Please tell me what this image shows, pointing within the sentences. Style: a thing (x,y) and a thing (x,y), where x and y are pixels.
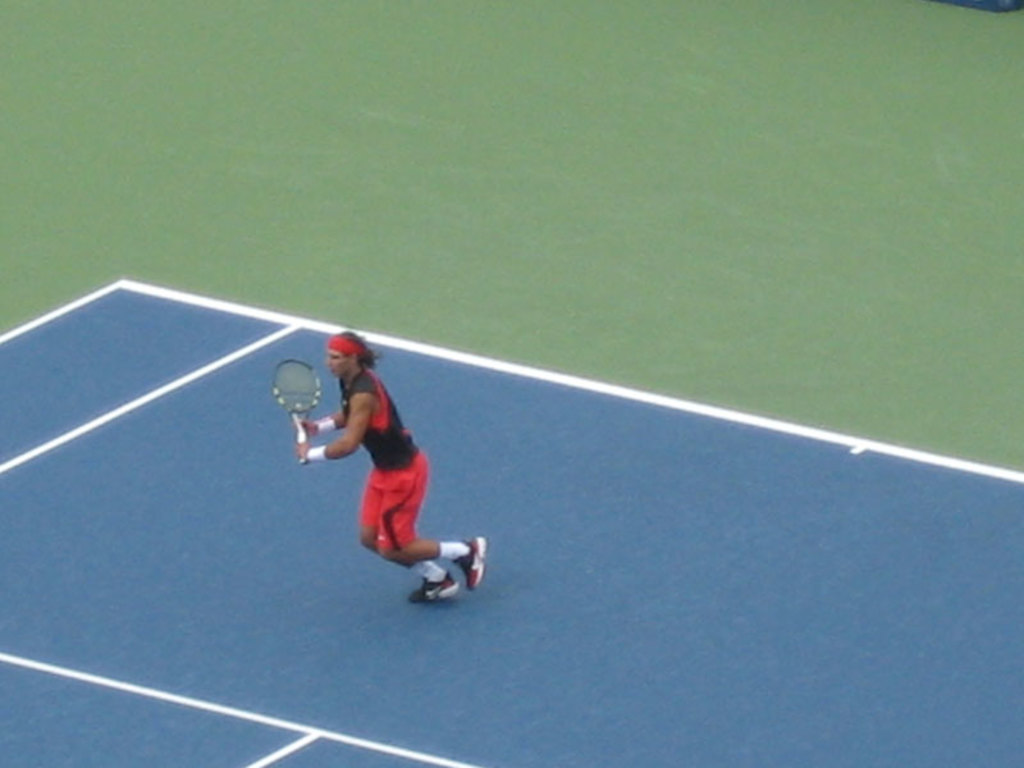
In this image I see a man (347,386) over here who is wearing black and red jersey (380,435) and I see that he is holding a racket (314,406) in his hands (310,422) and I see the tennis court (577,378) which is of white, blue and green in color.
